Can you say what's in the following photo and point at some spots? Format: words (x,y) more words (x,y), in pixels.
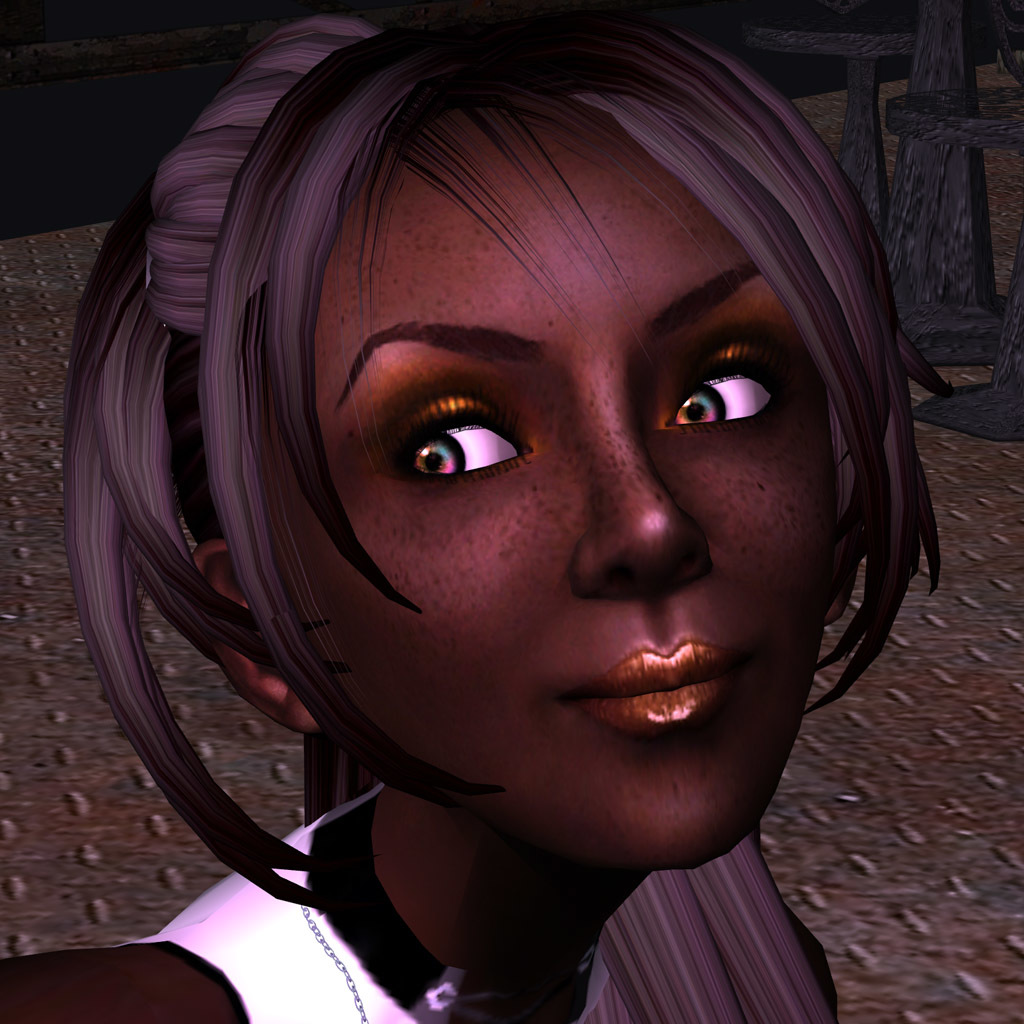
This is an animated image. In this image we can see a woman (506,646). In the back (946,131) there are some objects (796,48).
